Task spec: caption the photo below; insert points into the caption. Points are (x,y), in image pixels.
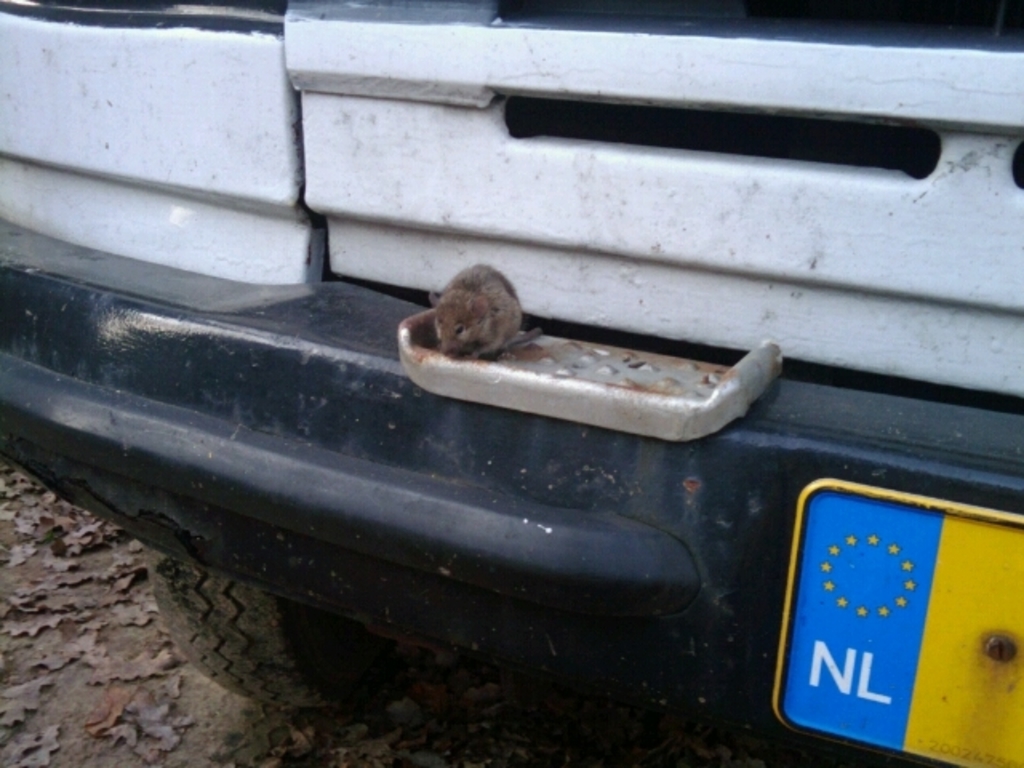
Here in this picture we can see a front part of a vehicle (165,423) and on that we can see a rat (475,323) present and on the right side (899,518) we can see a number plate (806,543) present and we can see dry leaves (56,623) present on the ground (63,605).
